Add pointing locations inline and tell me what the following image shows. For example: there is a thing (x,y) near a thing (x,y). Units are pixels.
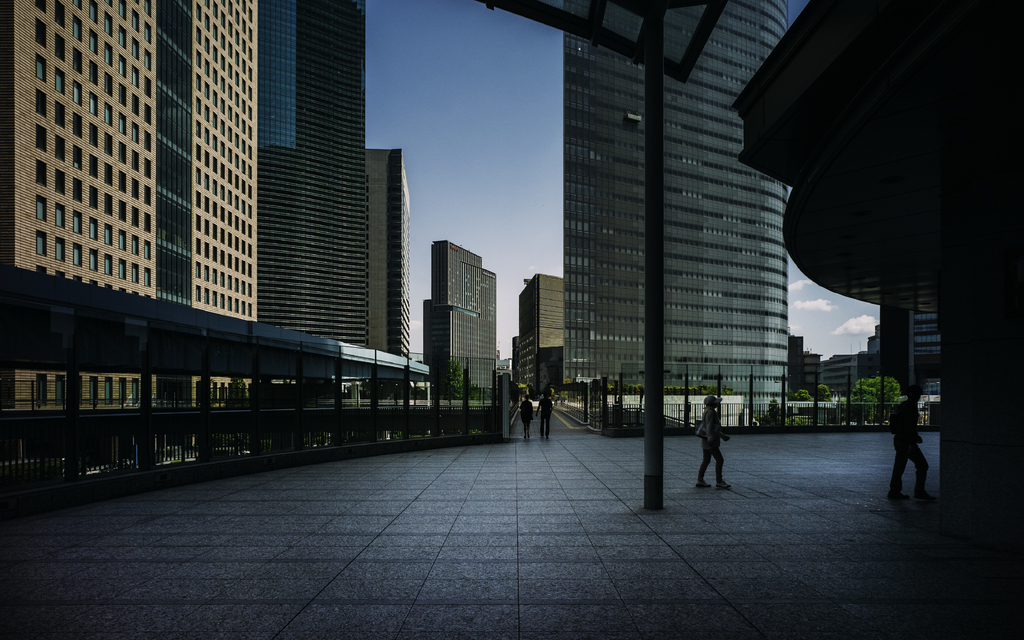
In this image there are people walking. There are buildings (429,336), trees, poles (652,438) and a metal fence (838,423). At the top of the image (499,138) there are clouds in the sky (533,130).
